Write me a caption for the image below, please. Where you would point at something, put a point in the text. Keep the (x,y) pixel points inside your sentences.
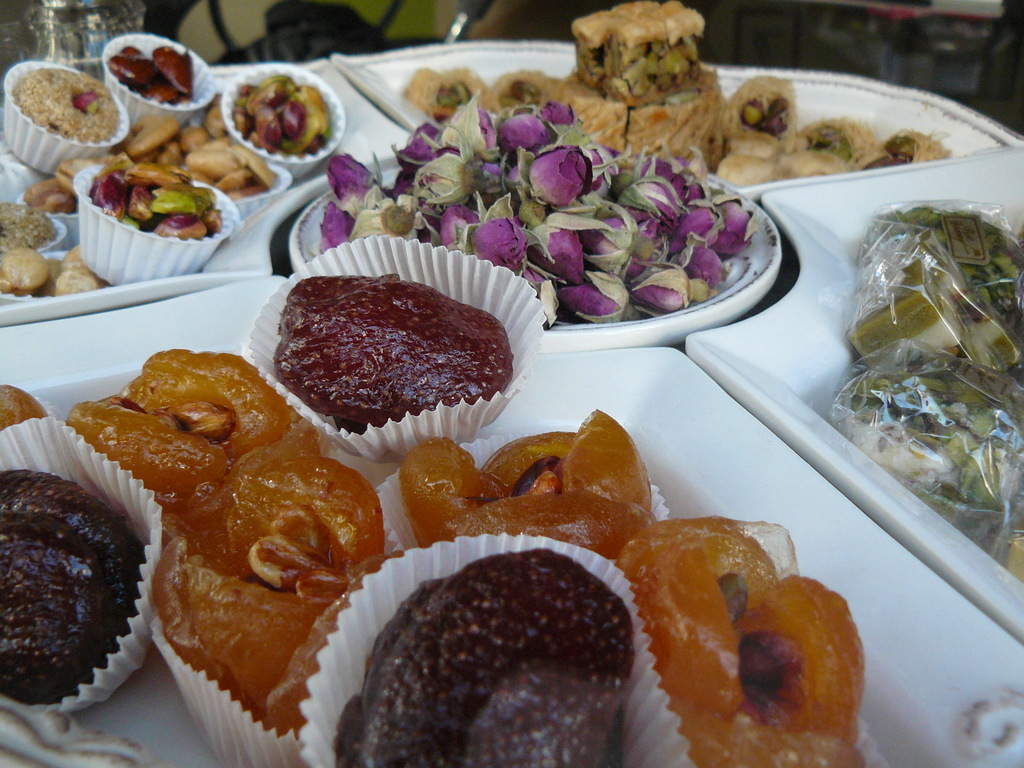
In this image there are roses (510,148), cakes (662,67), sweets (684,80) and some food items (385,283) in paper bowls (362,264) and on plates (349,58).
